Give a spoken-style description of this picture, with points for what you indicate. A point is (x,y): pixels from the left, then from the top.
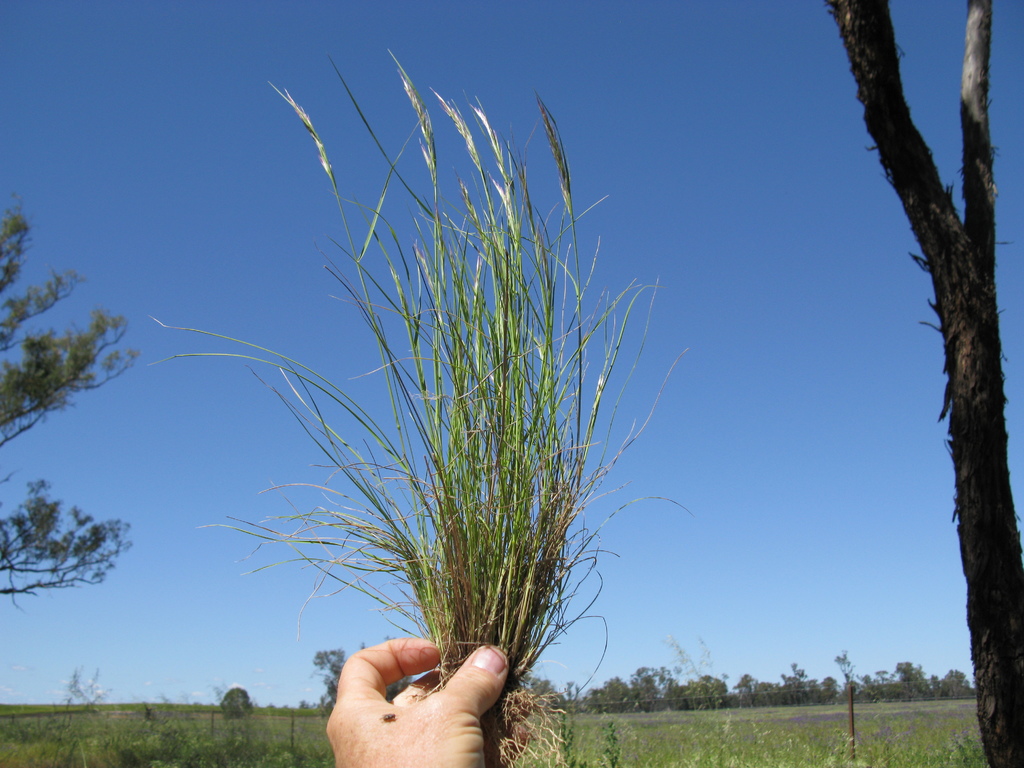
There is grass (585,464) in the center of the image (570,496) in a hand (429,700) and there is greenery (705,725) and sky (741,492) in the background area (626,438), there is a trunk (900,160) on the right side (967,403).
